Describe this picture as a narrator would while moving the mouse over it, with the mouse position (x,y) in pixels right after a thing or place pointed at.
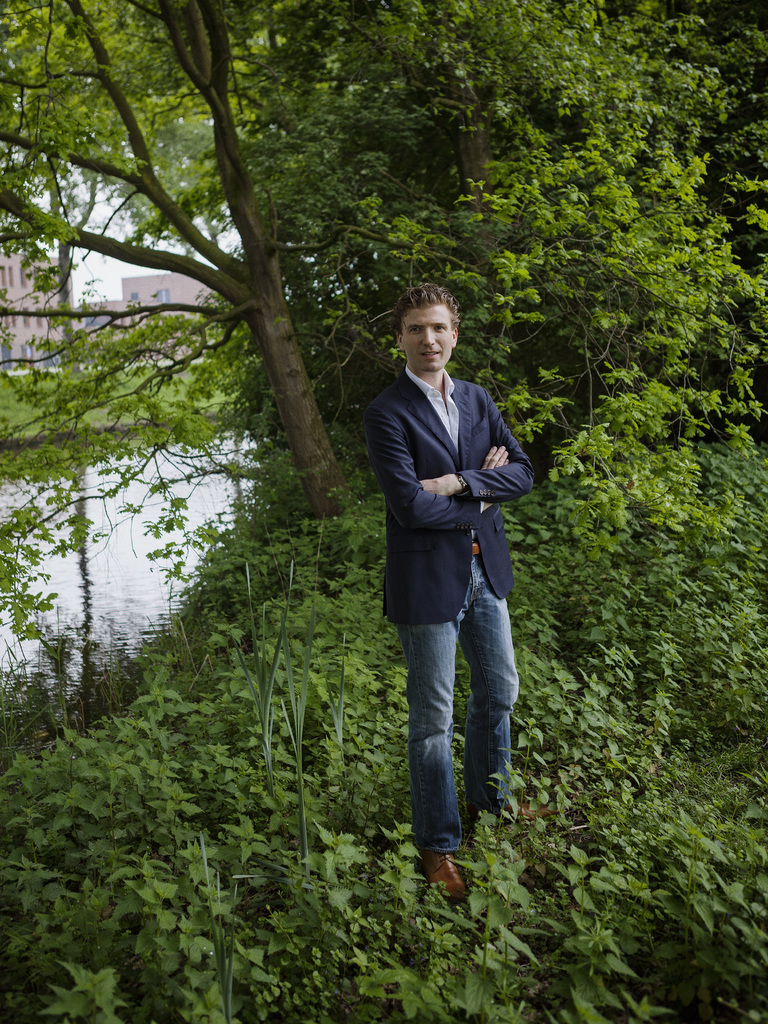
In the middle of the image (446,441) a man (505,468) is standing and smiling. Behind him there are some trees (300,101) and buildings (5,345). At the bottom of the image (377,737) there is grass (240,612) and there is water (219,490).
